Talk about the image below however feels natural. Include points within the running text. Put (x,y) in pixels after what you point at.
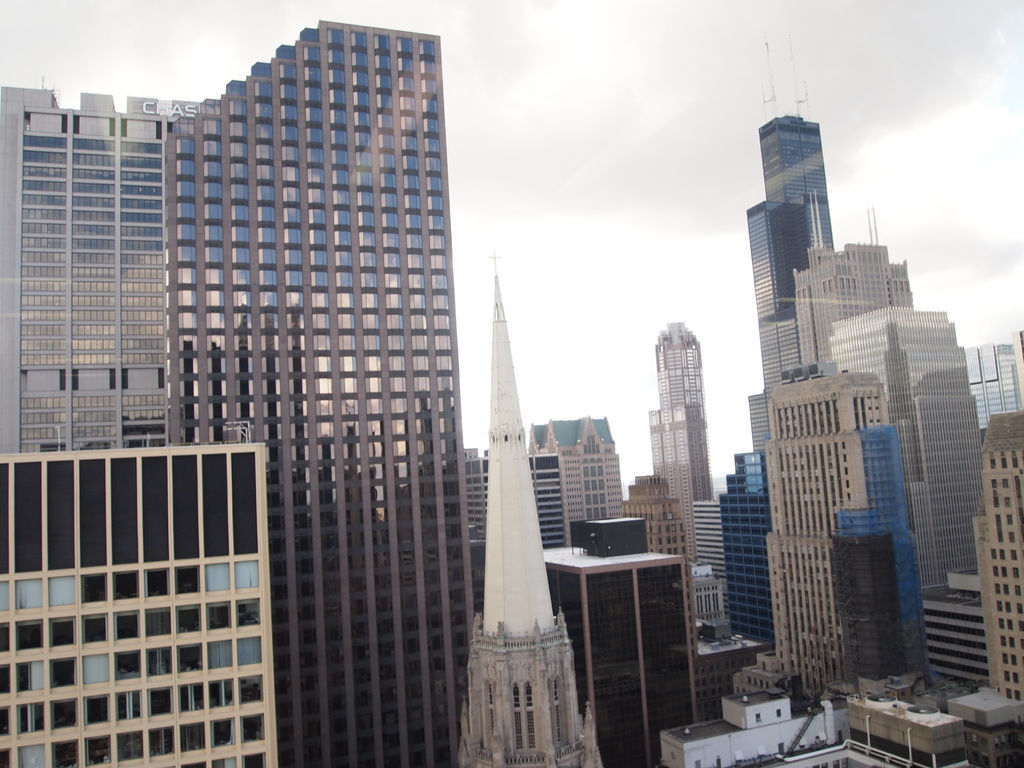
This image consists of so many buildings (648,550). There is sky (604,126) at the top (604,126).
